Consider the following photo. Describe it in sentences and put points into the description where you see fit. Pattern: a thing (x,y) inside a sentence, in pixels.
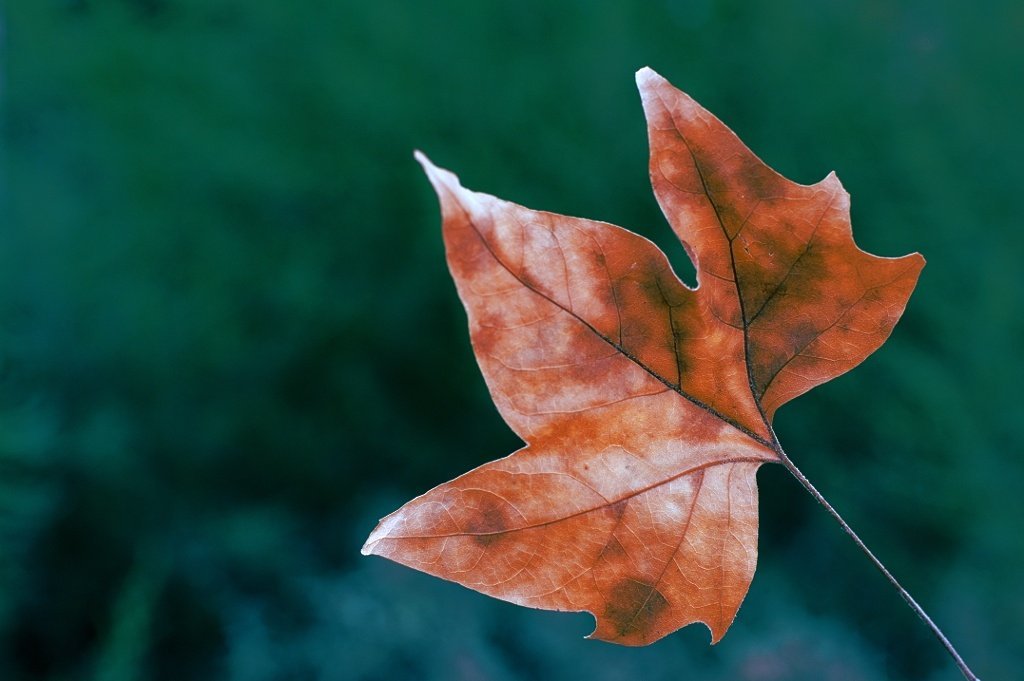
In this picture there is a leaf (749,239). In the background (152,193) I can see the blur image.
